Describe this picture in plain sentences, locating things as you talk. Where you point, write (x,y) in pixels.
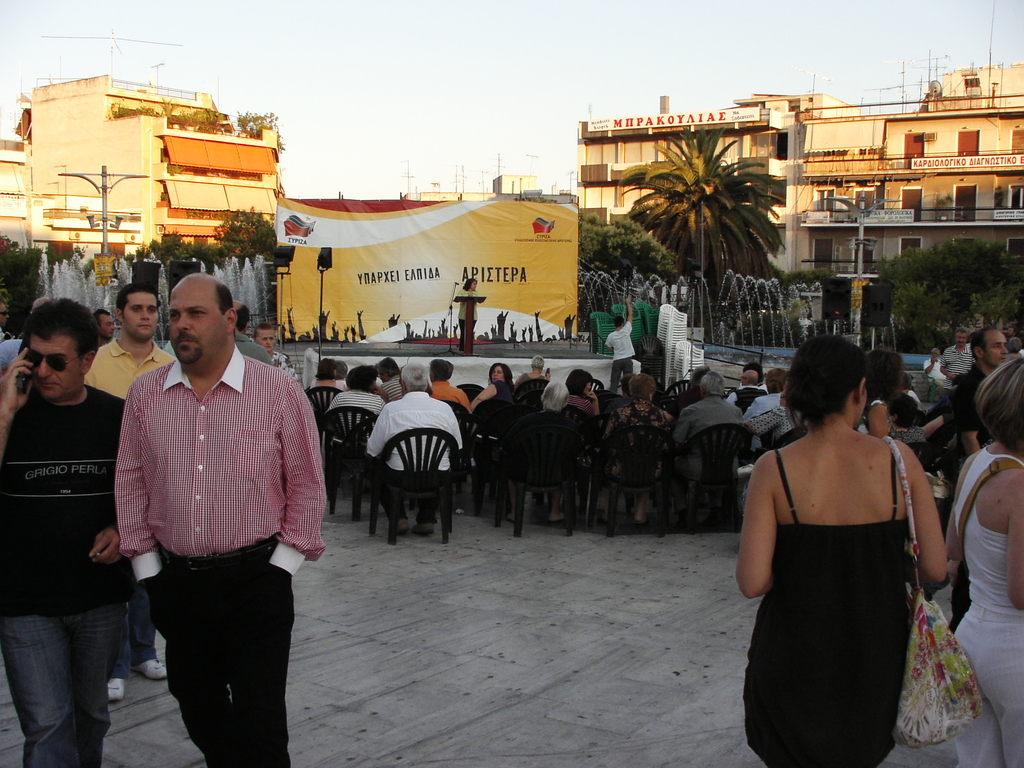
On the left side (249,379), there are persons (191,338) in different color dresses (239,381). On the right side (903,641), there are two women (934,553) in different color dresses (907,569) on the floor (897,747). In the background (867,405), there are persons (319,371) in different color dresses (750,427) which are sitting on chairs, there is a person (468,284) standing in front of a stand (474,299), which is on a stage (396,352), on which there is a banner (353,242), there are speakers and lights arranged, there are buildings (50,120), trees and there is sky (482,60).
